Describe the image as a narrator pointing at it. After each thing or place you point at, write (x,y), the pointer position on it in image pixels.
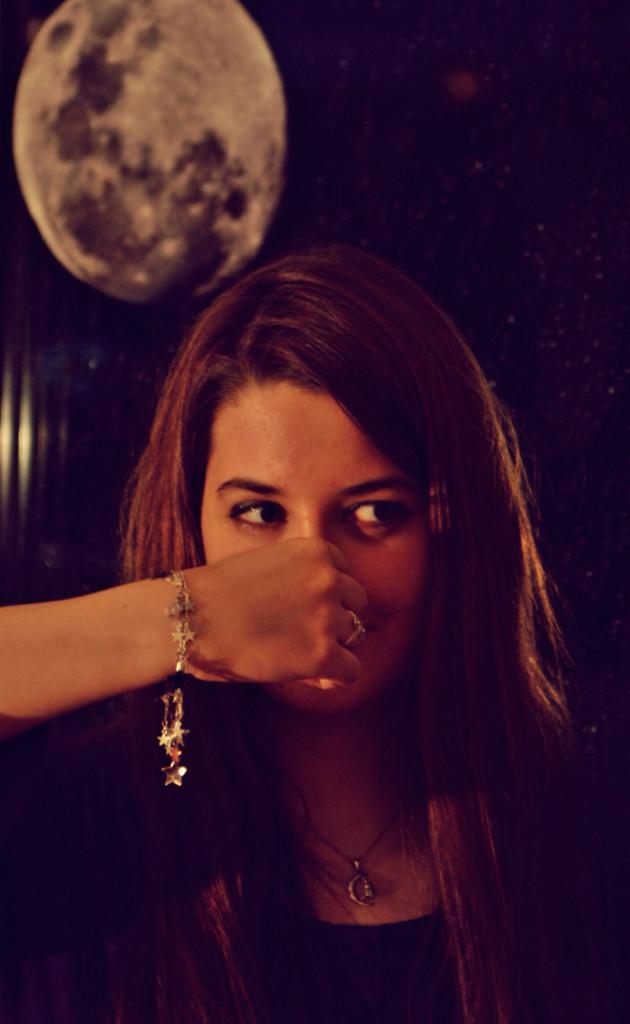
The picture consists of a woman (451,658) holding her nose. The background (359,223) is blurred.
